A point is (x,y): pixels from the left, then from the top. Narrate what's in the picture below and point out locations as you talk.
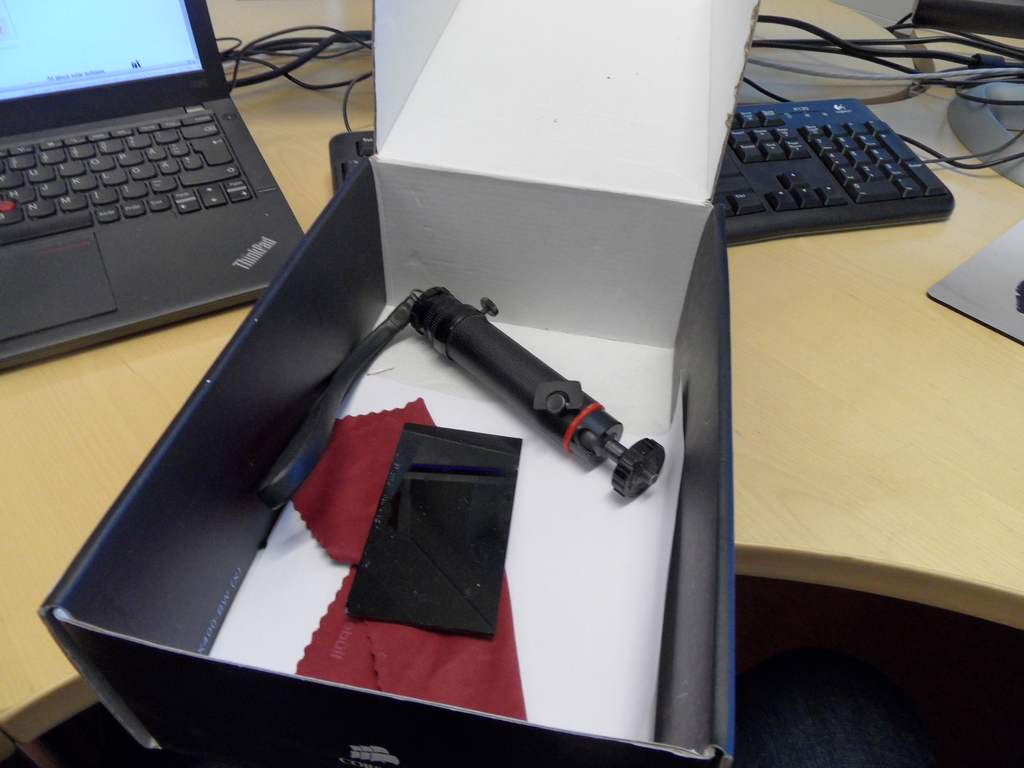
In the image there is a table (1019,474) on the table (286,125) there is a box (624,365) on the box (612,304) there is a cloth (361,464) and there is a product (446,322). Top left side of the image (222,173) there is a laptop (114,156) on the table (835,8). Top right side of the image (856,157) there is a keyboard (802,205) and there are some wires (1003,72) on the table (880,110).
